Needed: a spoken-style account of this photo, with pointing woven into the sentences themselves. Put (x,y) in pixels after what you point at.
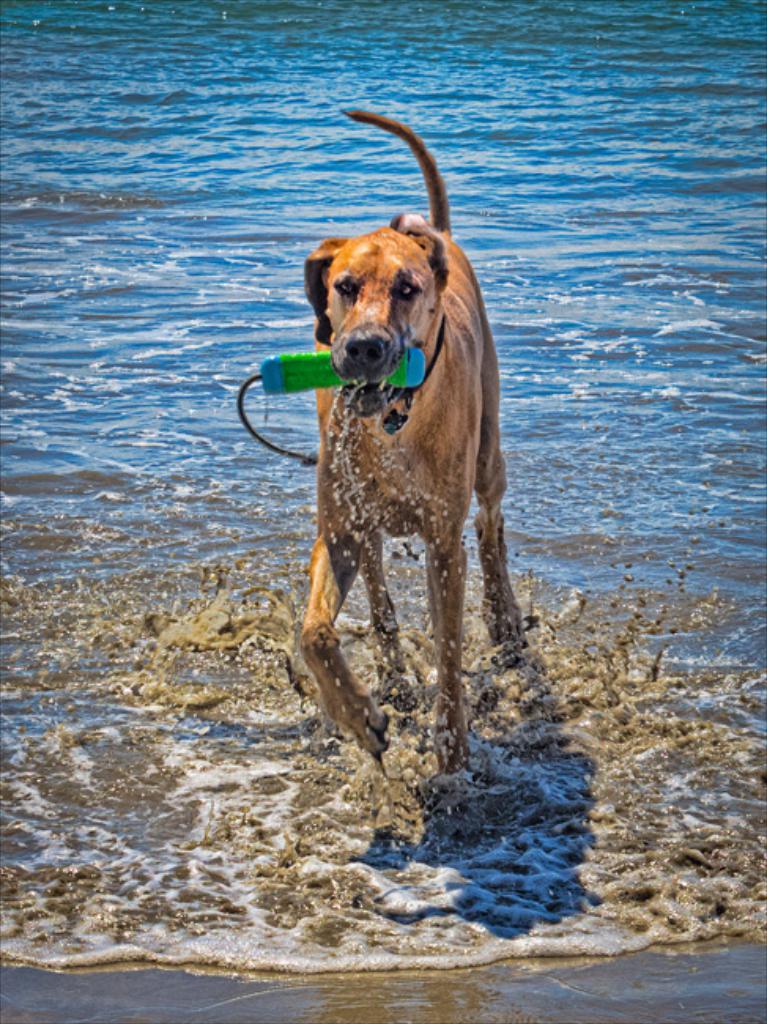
In this picture there is a dog (430,390) who is holding green bottle (421,382) in his mouth (385,376). In the back (728,625) we can see water (209,292).
